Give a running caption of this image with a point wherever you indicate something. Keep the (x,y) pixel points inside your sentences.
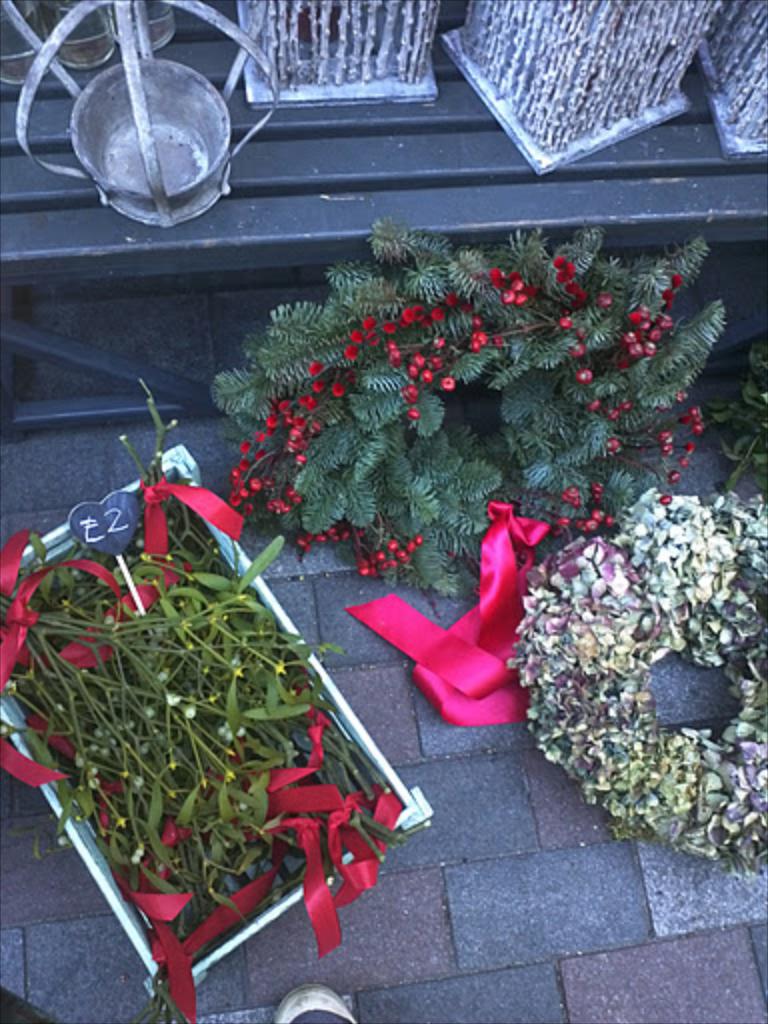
In the picture we can see a path (218,968) on it we can see a box (218,534) with leaves (52,726) in it with some pieces of ribbons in it and beside it we can see some decorative plants (687,555) and behind it we can see a bench (125,405) which is black in color on it we can see some decorative items (55,171).
